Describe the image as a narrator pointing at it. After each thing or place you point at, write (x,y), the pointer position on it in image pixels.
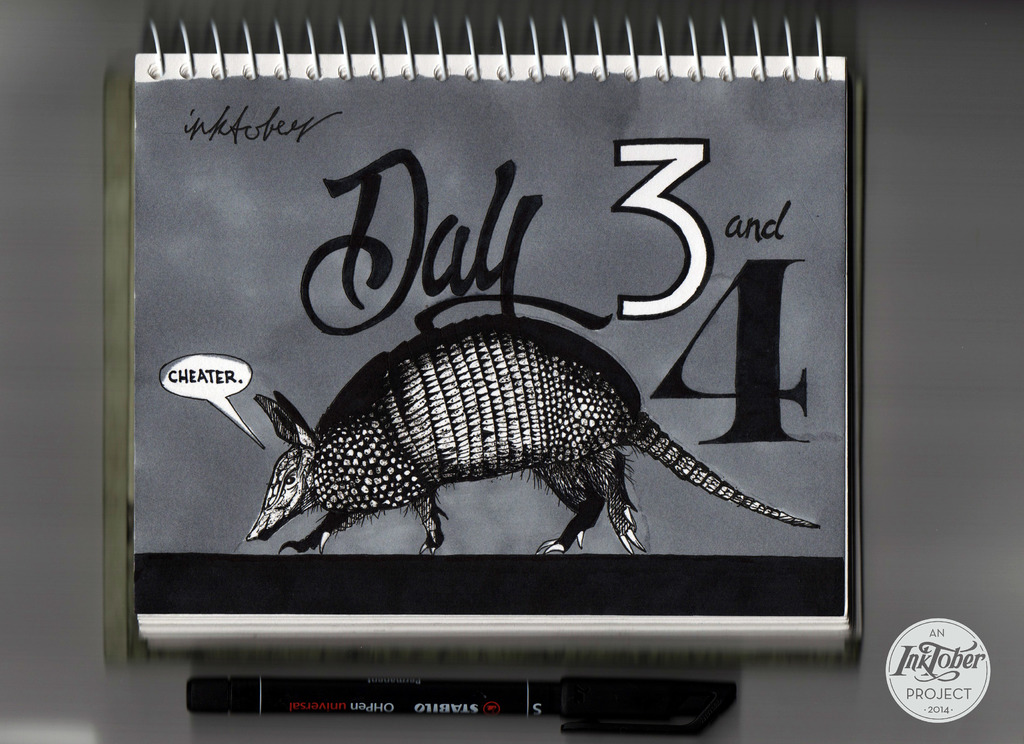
In this image, It looks like a calendar (757,603). I can see the picture (265,498) of an animal (583,507), letters (437,245) and numbers (685,210) on the paper (270,589). I think this is a kind of a book (162,80) with the spring binding (775,75). At the bottom of the image (542,710), I can see a pen (648,707). The background (921,106) looks grey in color. At the bottom right corner of the image (966,635), I can see the watermark (945,704).
